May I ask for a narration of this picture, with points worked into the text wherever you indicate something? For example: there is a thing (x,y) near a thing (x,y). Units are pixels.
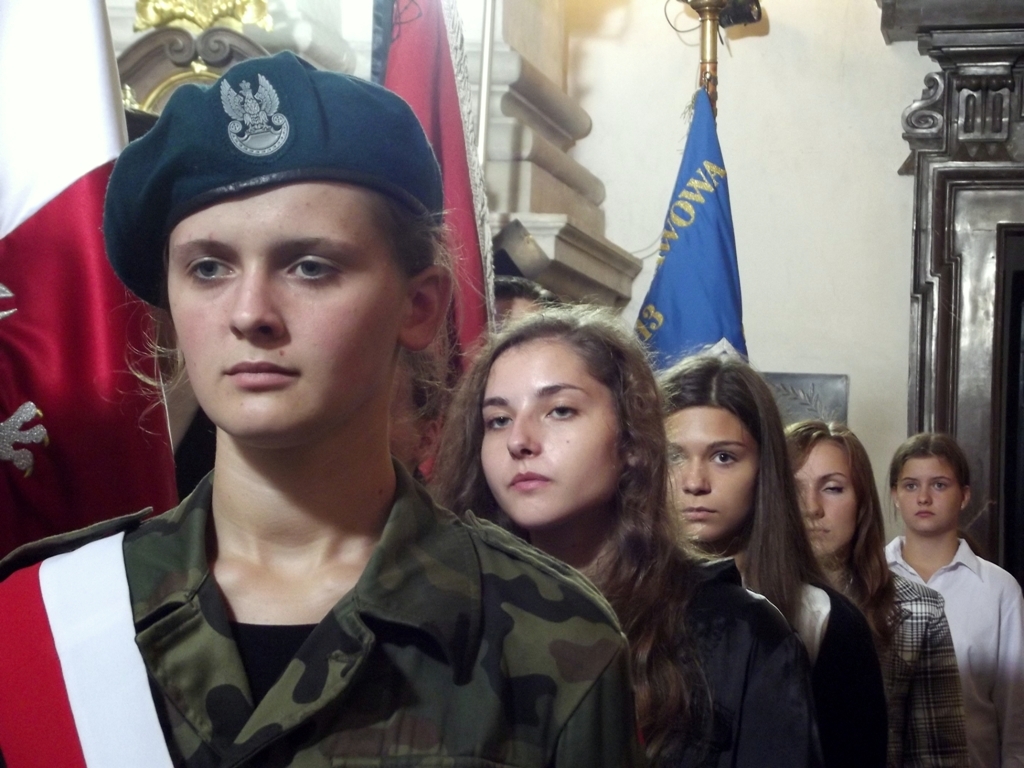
There are five ladies (559,564) standing in a line. First lady (422,523) is wearing a cap (309,159). In the back (707,224) there are flags (675,230). Also there is a wall (587,98). On the right side (967,294) we can see a wooden structure (969,253).
